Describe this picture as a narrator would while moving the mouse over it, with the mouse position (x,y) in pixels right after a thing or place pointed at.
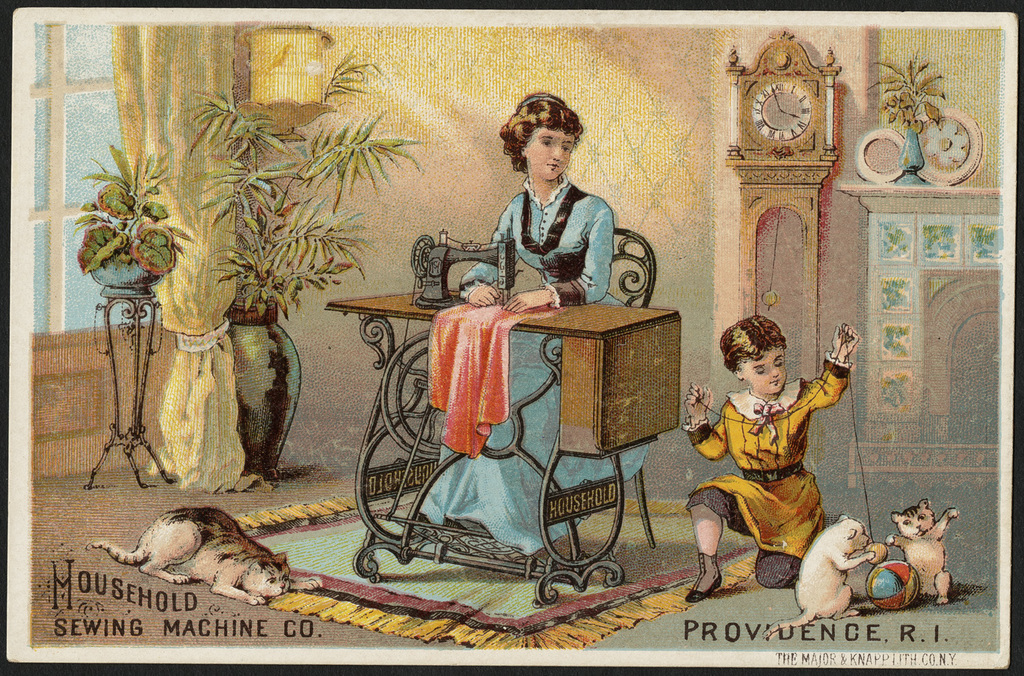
In this image we can see a person (541,247) in the middle of the image (590,275). In front of the person (593,291) we can see a sewing machine (419,441) and a cloth (468,384). Beside the person (554,396) we can see another person (720,488) holding a thread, two animals (919,557) and a ball (883,572). Behind the person (513,297) we can see a wall clock (746,148) on the wall (820,236). On the right side (939,197), we can see few objects (899,178) on a shelf (919,198). On the left side (43,326), we can see a house plant (296,293), window (69,161) and a curtain (223,54). In the bottom left (161,541) we can see an animal (135,563).
